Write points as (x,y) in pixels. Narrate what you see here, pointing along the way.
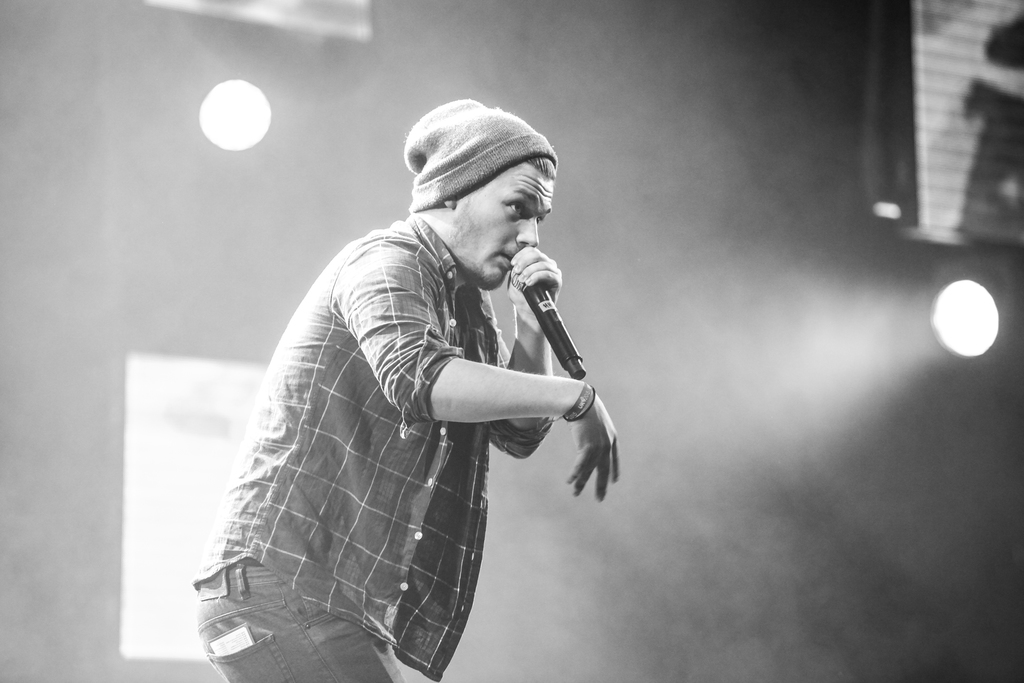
In this image in the center (511,281) there is one man (440,455) who is standing and he is holding a mike (544,304) it seems that he is singing, in the background (715,355) there is a wall (209,217) and some lights (947,345).
